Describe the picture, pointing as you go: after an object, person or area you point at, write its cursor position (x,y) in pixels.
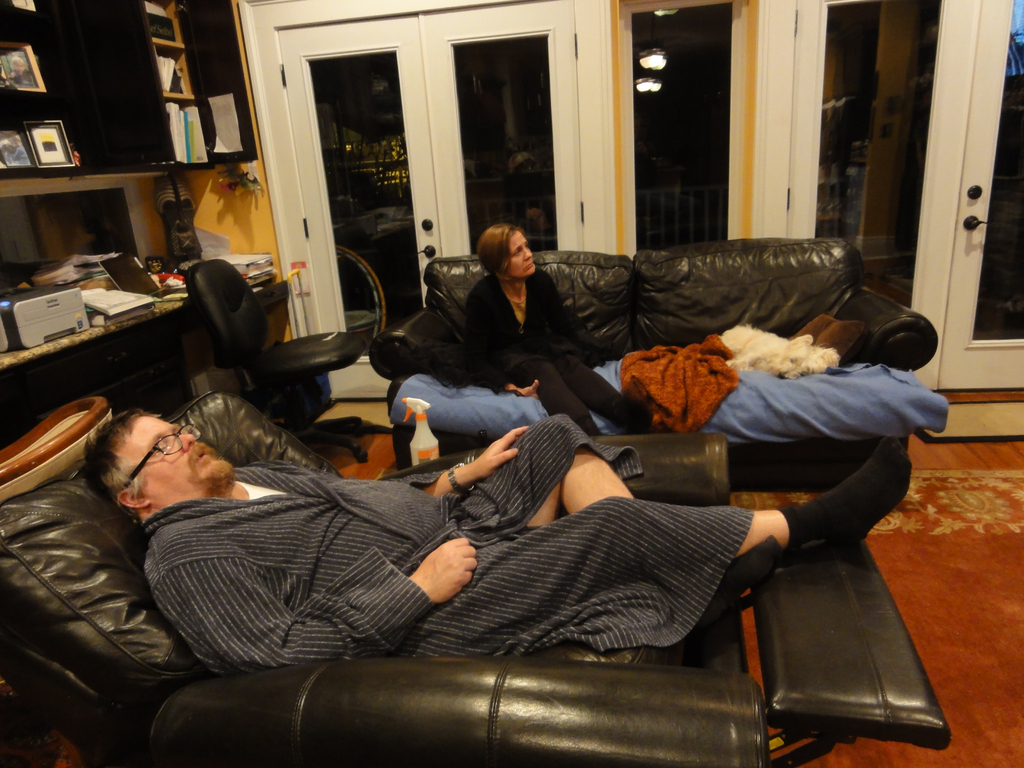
In this picture there is a man (587,443) lying and a woman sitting on the couch (10,507) and behind them there is a printer (79,306) office chair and is also a door (557,106) and floor (955,460) has a carpet (958,634) on it
